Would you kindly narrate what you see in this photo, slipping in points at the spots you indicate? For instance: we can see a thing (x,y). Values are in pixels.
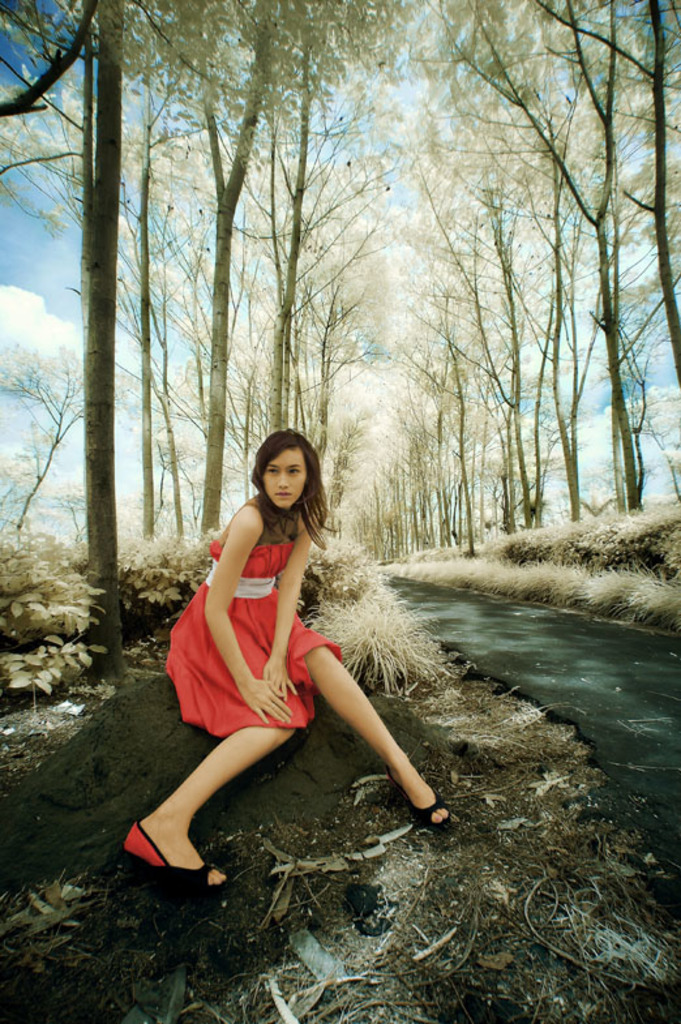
This looks like an edited image. I can see the woman (228,715) sitting on a rock (142,754). Here is the road (612,736). This is the grass (343,615) and plants (138,590). These are the trees (487,308). In the background (234,219), I can see the sky (28,285).
